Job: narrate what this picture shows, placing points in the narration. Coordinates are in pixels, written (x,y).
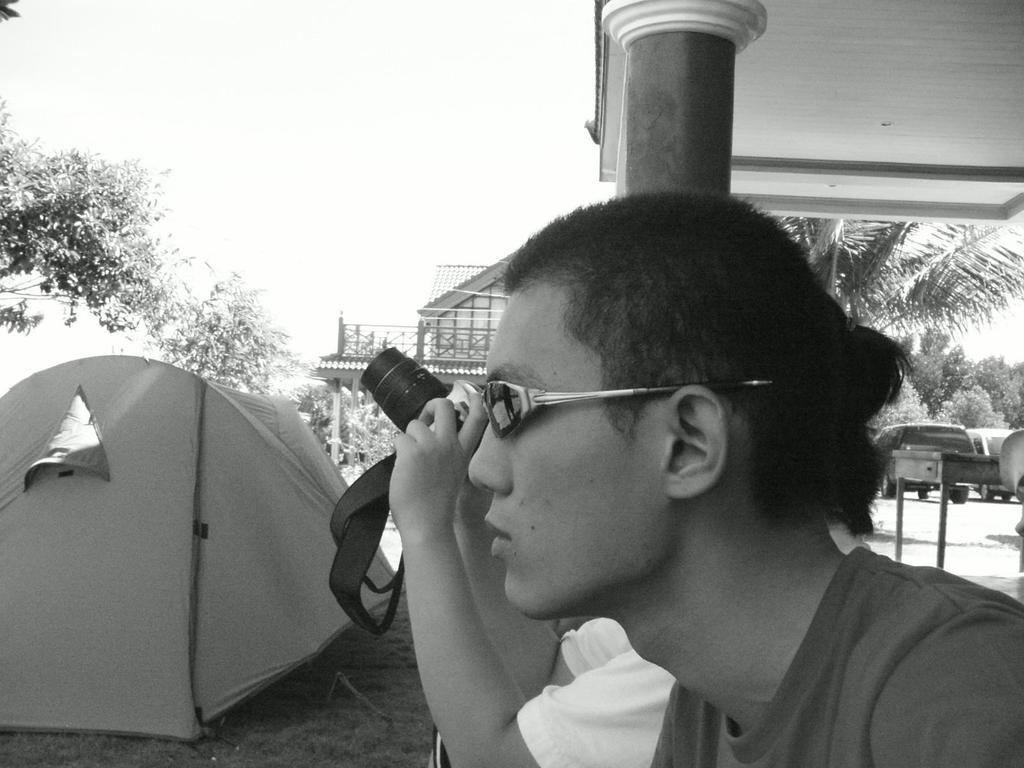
In this picture, I can see two people (508,614) and one who is holding a camera (402,413) and i can see a small shade (99,601), trees (24,215) towards right (968,442) behind the people (854,409) i can see two vehicles (951,445) which parked, certain trees (965,373).
